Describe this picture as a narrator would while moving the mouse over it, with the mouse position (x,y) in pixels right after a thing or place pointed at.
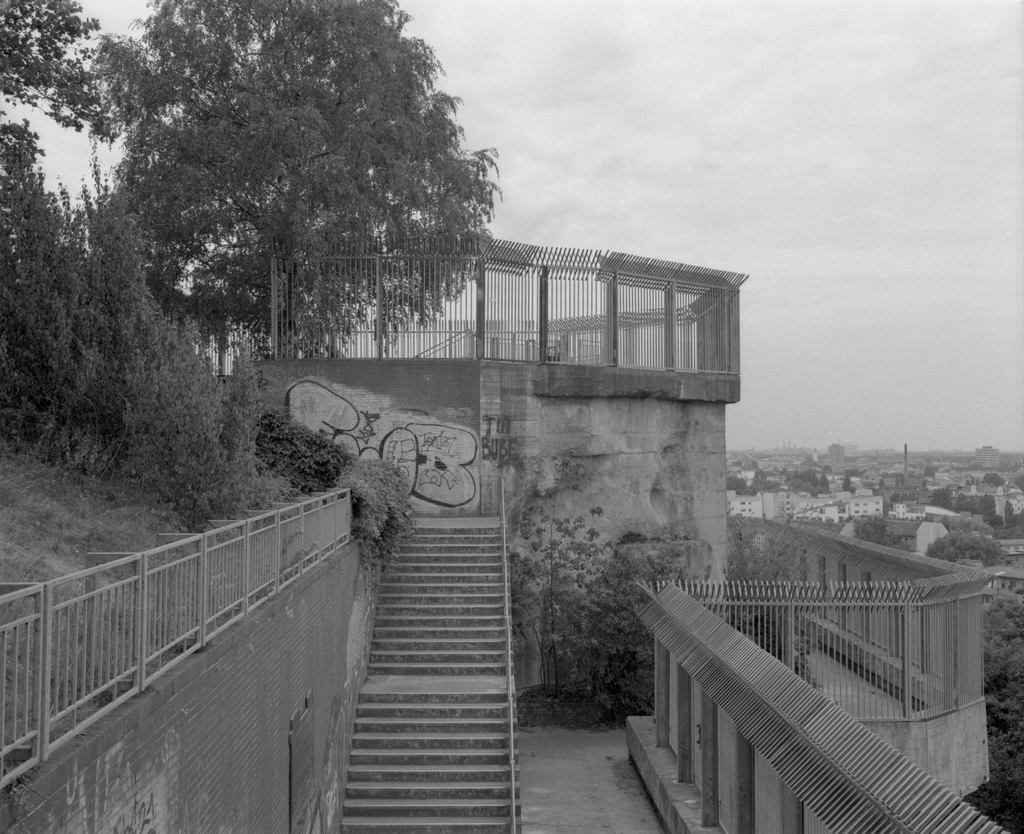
This is a black and white picture. At the bottom of the picture (382,641), we see a staircase (416,711). On either side of the picture, we see an iron railing (954,670). On the left side (183,115), we see plants (77,372) and trees (263,140). On the right side of the picture (935,460), there are trees (962,542) and buildings (832,512). At the top of the picture (785,181), we see the sky (748,248).
